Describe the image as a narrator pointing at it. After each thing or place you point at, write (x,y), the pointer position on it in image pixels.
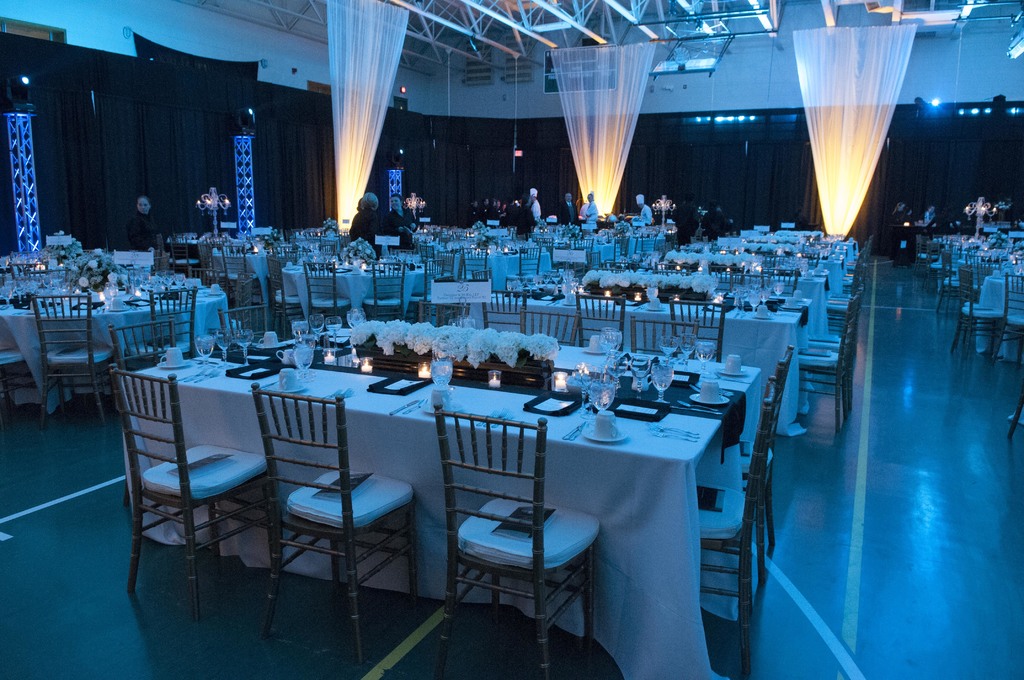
In this image there are chairs (501,423), tables (354,442). On top of the tables (425,391) there are cups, flower pots (517,341), saucers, candles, glasses (606,346) and a few other objects (548,401). At the bottom of the image (888,520) there is a floor (912,540). On the left side of the image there are people (393,200) standing on the floor (902,509). In the background of the image (630,195) there are curtains (717,130), lights (972,109).
